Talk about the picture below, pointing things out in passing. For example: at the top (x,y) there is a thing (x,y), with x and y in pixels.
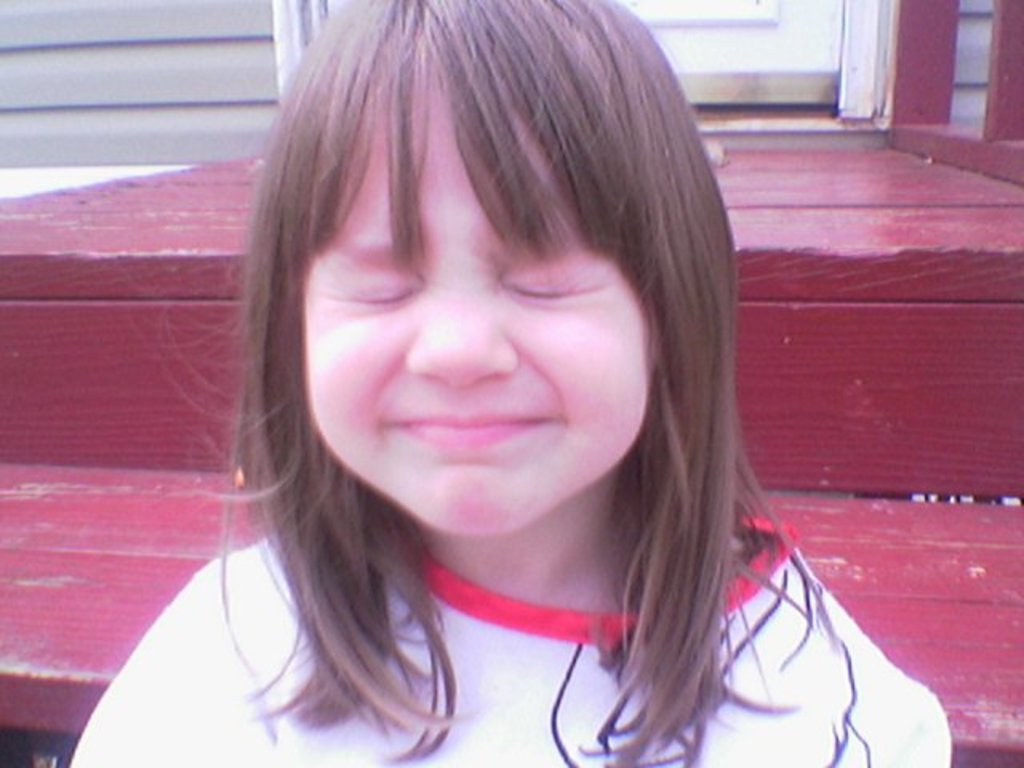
Here in this picture we can see a child (441,303) present over a place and we can see she is smiling and she has closed her eyes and behind her we can see a door (775,45) present.
